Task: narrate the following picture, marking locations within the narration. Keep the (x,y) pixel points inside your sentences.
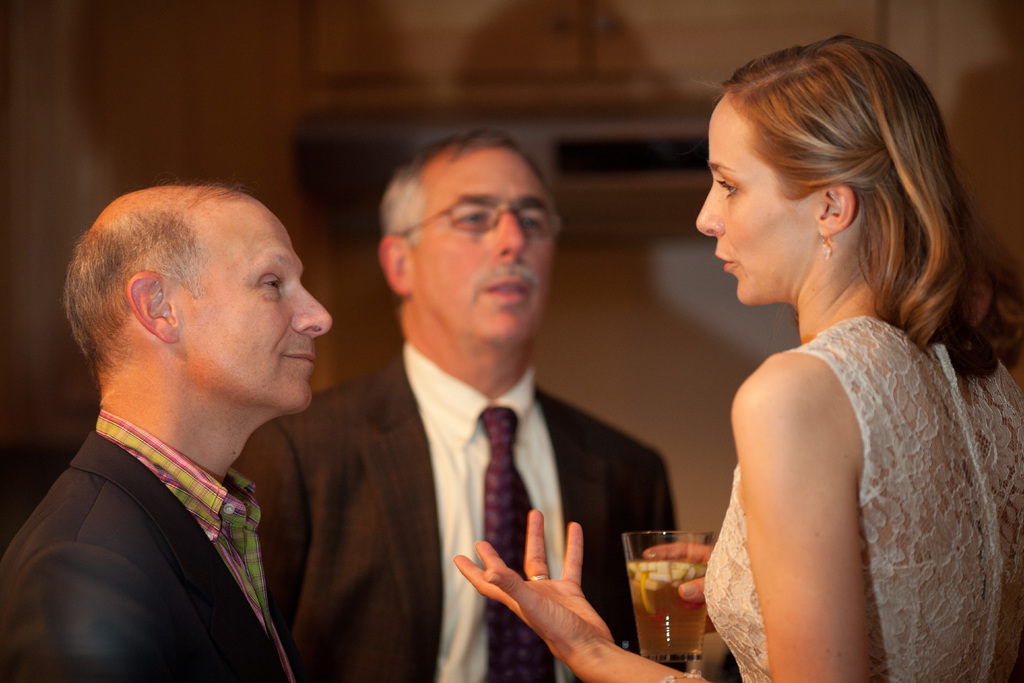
In this image, we can see two men (310,459) standing, on the right side (991,578) there is a woman (995,561) standing and holding a glass (675,622), in the background (223,44) we can see a wall (188,120).
